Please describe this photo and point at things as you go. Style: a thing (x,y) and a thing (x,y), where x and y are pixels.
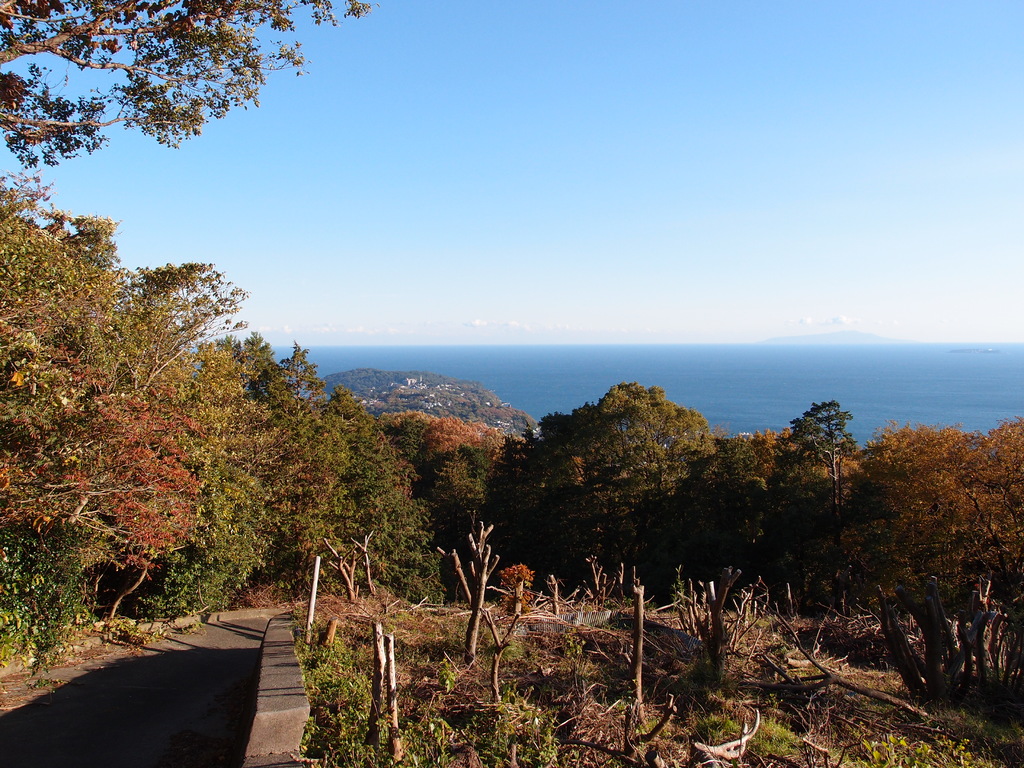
In this image we can see trees (293,473), beside that we can see the road (171,660). And we can see the water (775,376), at the top (598,97) we can see the sky (710,234) with clouds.
